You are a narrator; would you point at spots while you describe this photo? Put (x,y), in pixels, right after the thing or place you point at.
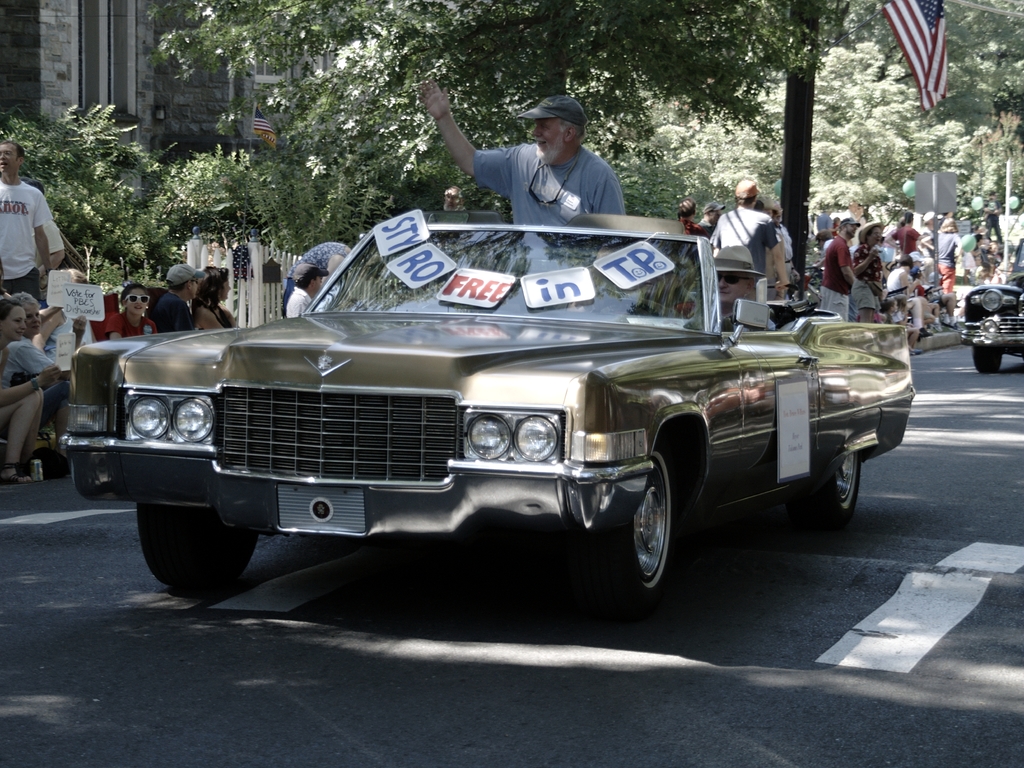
This a picture consist of a car (515,390) On the road (506,636) and there is a man (520,205) stand on the car (513,245). And there is a text (473,298) written on the car (511,296) and back ground (326,16) i can see there are some trees (702,57) and group of persons (875,234) standing and sitting beside the road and on the right side (984,317) i can see another car (1001,308), on the left side (63,252) i can see there are some trees (73,265) and group of persons (22,314) standing and sitting beside the road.
